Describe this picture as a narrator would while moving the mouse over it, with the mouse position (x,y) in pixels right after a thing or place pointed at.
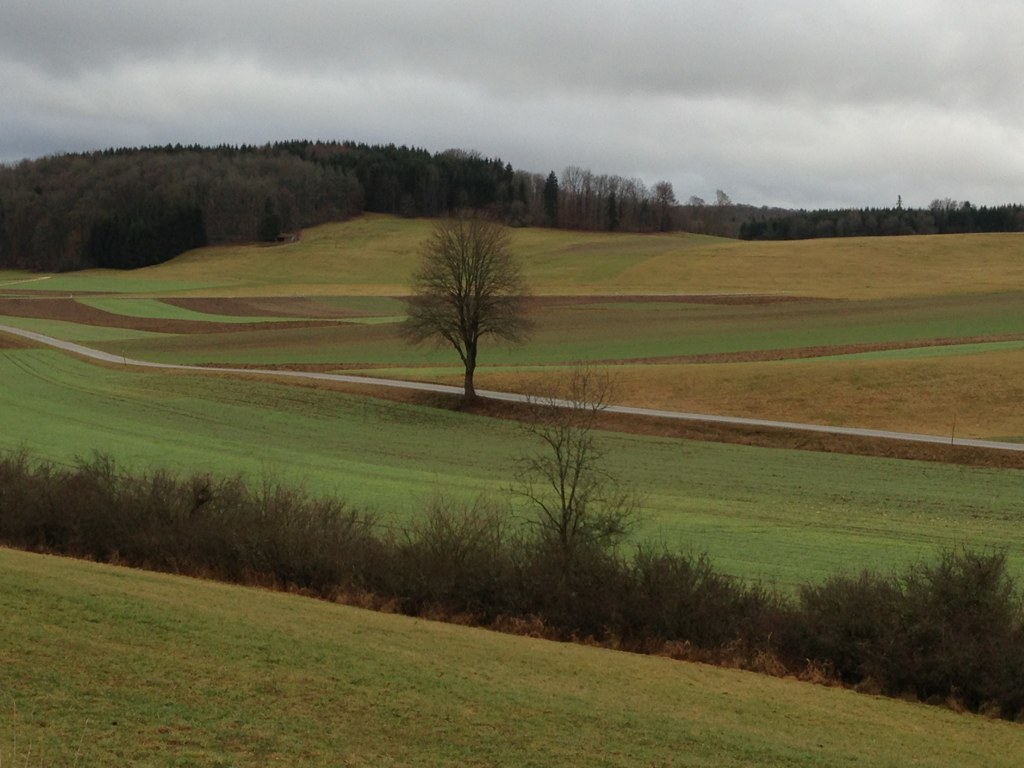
In this image we can see grass (333,346) on the ground (361,630). Also there are trees (607,568) and there is a road (369,381). In the background (342,196) there are trees (494,199) and there is sky (523,47) with clouds (350,39).
